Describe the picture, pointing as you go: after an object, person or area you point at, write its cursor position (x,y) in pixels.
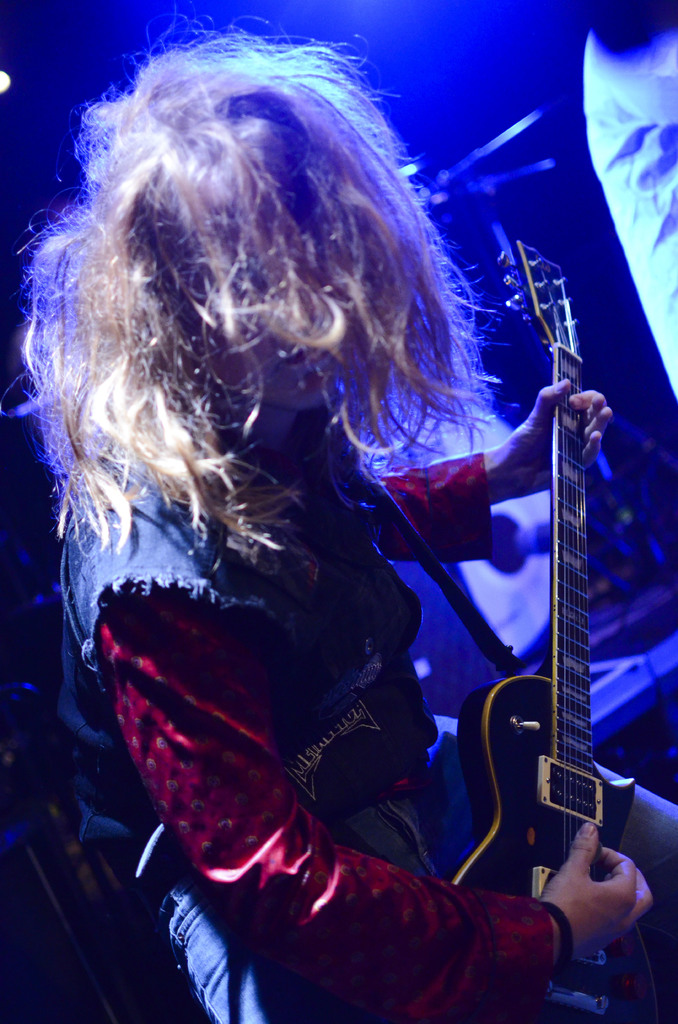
In this image there is a person (283,639) standing and playing a guitar (524,739), which is in his hand (514,453), beside this person (471,937) there is another person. The background (479,112) is not clear.
